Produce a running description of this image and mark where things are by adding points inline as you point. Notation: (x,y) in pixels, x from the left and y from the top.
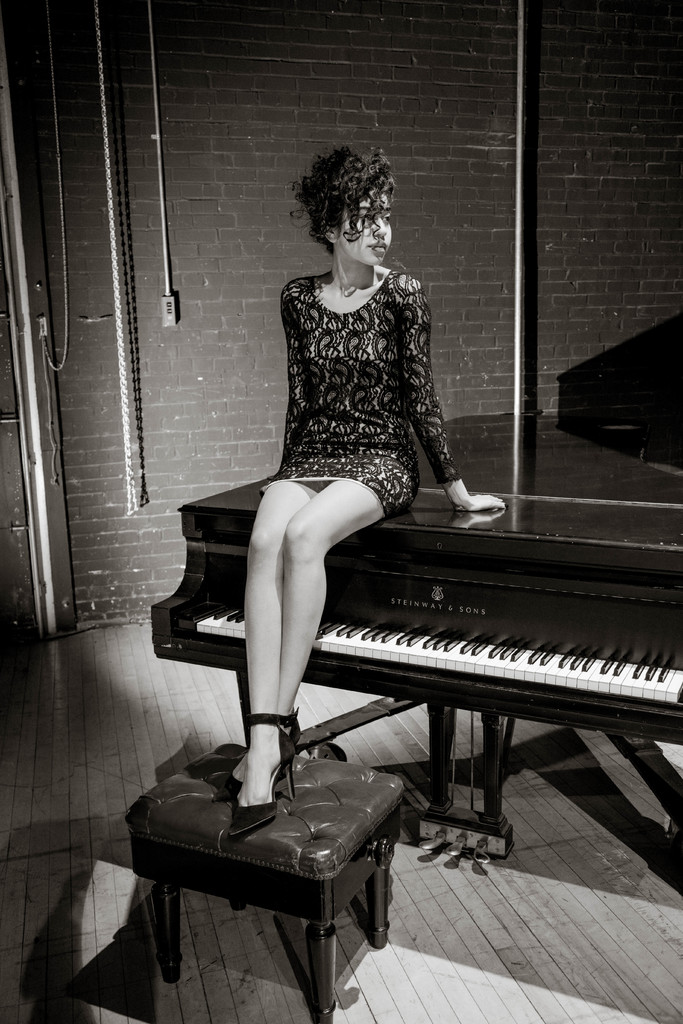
There is a girl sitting on a piano (459,842) resting her legs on the bench (178,787).
